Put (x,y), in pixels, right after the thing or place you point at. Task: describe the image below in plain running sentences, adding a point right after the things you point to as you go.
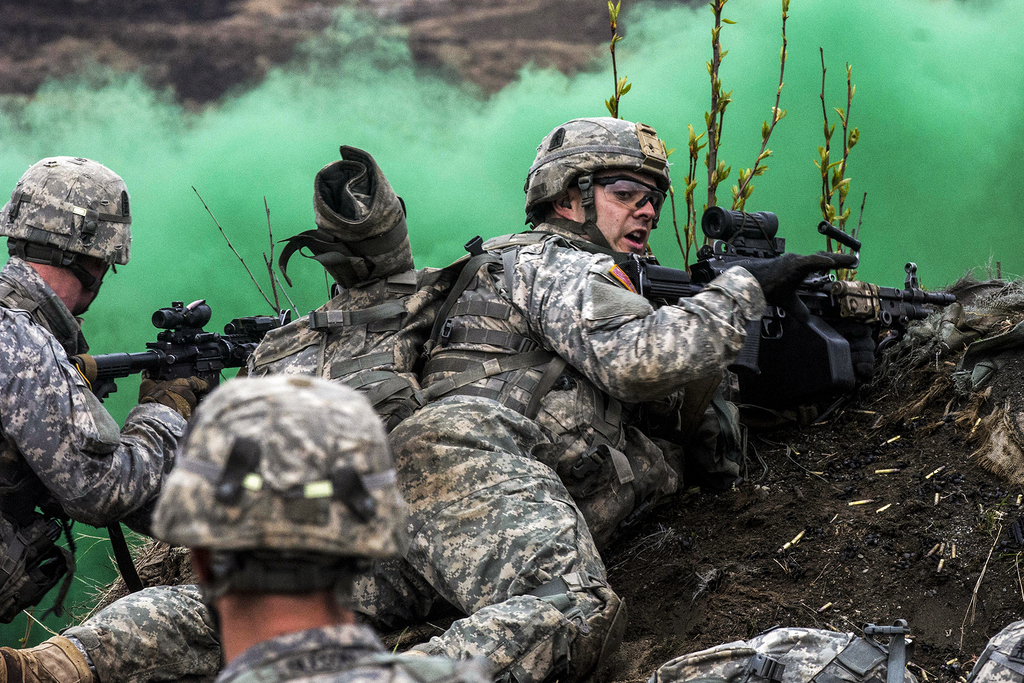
In this image we can see few persons (230,558) and among them two persons (107,522) are holding guns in their hands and bag (748,644) on the ground (906,466). In the background (443,143) we can see plants (698,140) and green color smoke (395,114).
